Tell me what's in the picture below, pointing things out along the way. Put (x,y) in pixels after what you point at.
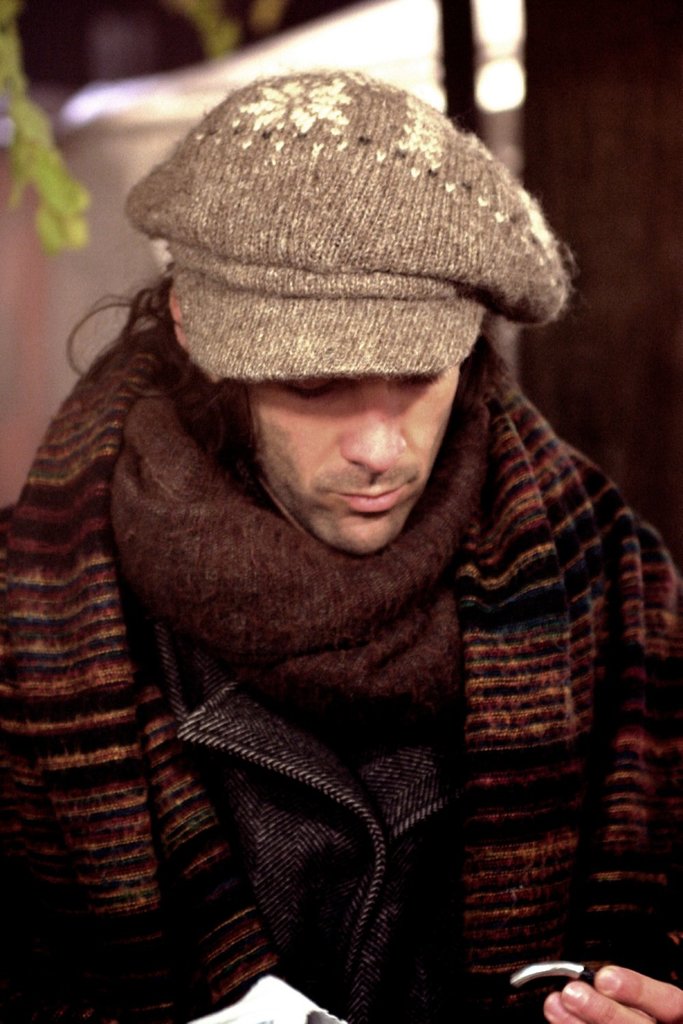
In this image we can see a man (312,556).
